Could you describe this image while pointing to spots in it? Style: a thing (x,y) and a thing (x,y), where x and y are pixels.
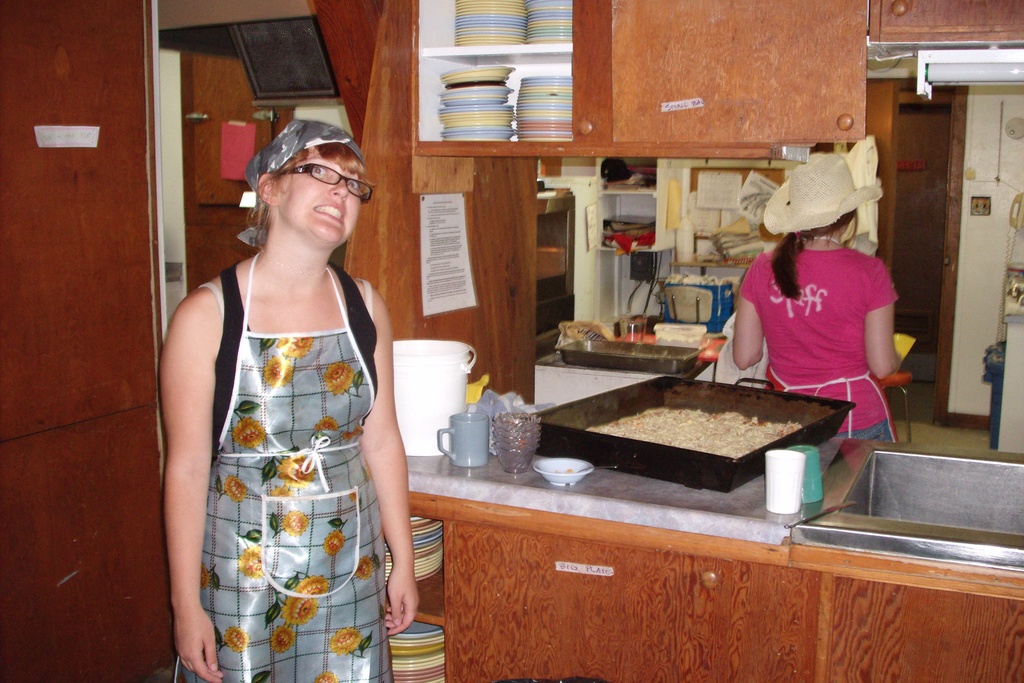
In this image in the foreground (316,403) there is a woman (320,433) behind the woman (298,479) there is a kitchen room (565,221), in the room (269,100) there is a desk (631,494), there is a tray (576,420), bowl (531,433) cup (460,437), bucket (458,406), under it there are some plates (416,655), at the top (686,37) there is a cupboard (686,24), in the cup board (513,77) there are some plates (532,38), in the middle (638,307) there is a woman (864,337) wall (976,160), tray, bowl (558,474), glass (623,323), some other objects (697,173) visible, on the right side (990,60) there is a light (926,76), wall (964,377).
